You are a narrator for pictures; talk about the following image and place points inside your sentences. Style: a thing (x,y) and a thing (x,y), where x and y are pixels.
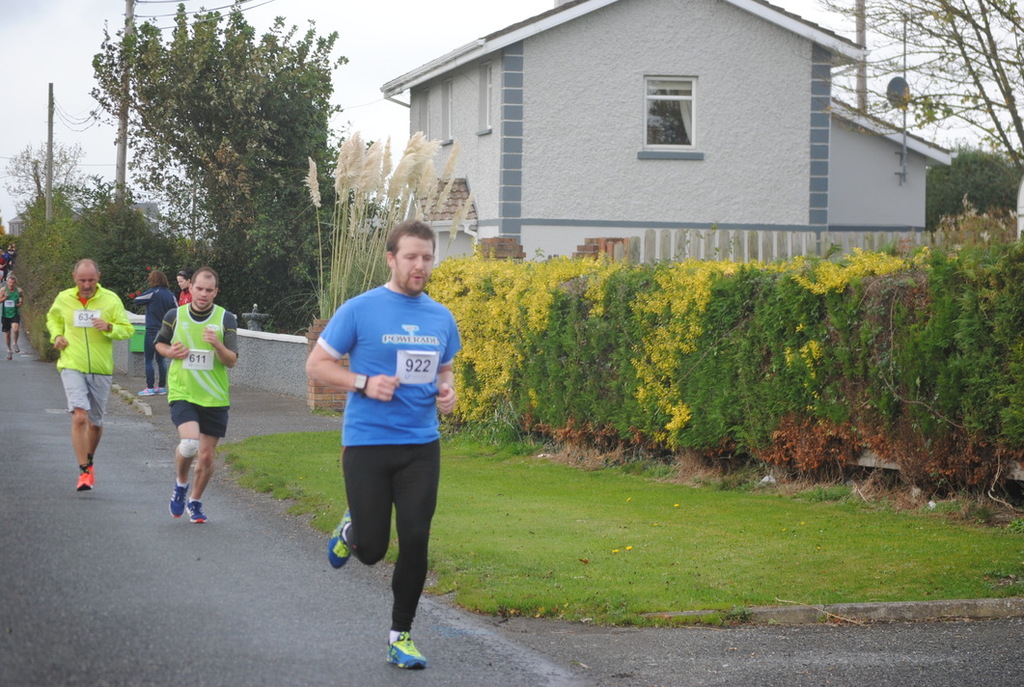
In this image I can see a person (412,347) wearing blue t shirt (383,325), black pant (381,482) and shoe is running on the road (330,600) and I can see few other persons (92,469) running on the road (106,494). I can see some grass (504,535), few plants (693,407) and few persons (170,291) standing on the sidewalk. In the background (161,246) I can see few trees (157,161), few poles (121,103), a building (599,135) and the sky (426,45).
